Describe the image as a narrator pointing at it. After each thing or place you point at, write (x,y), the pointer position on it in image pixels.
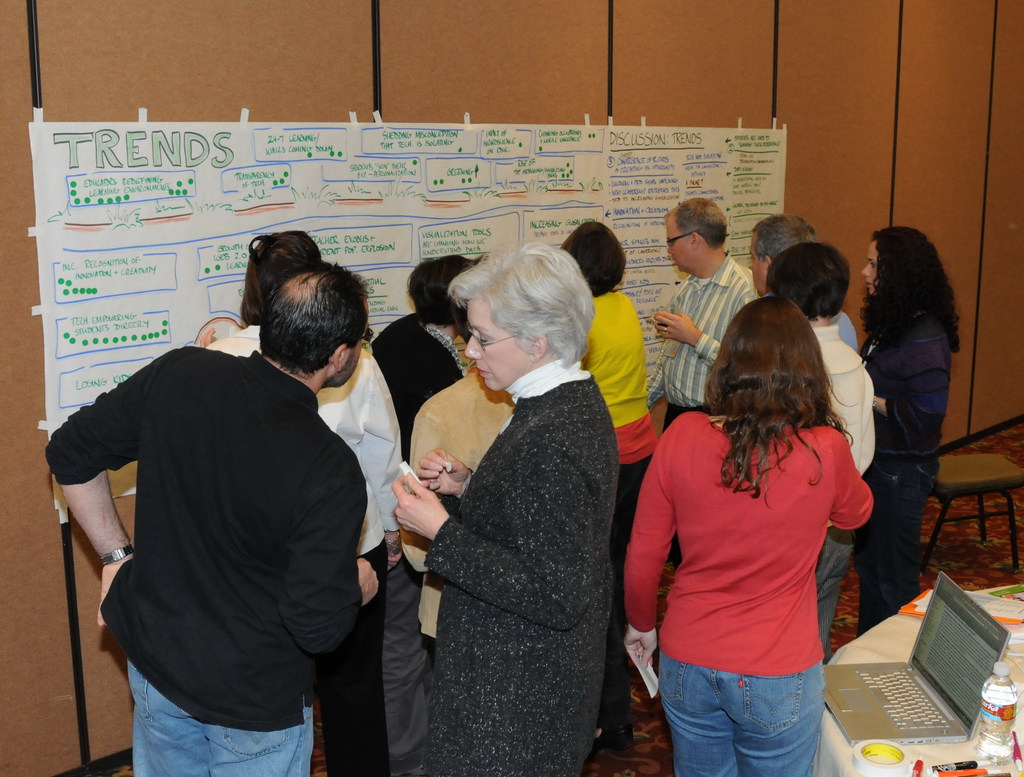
In this image we can see people (608,456) standing. And we can see the laptop (974,669), bottles (1004,688) and some objects (1006,619) on the table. And we can see a chair (965,488). And we can see the wooden wall (617,89). And we can see the white poster (73,141) with some text (761,136) on it.
